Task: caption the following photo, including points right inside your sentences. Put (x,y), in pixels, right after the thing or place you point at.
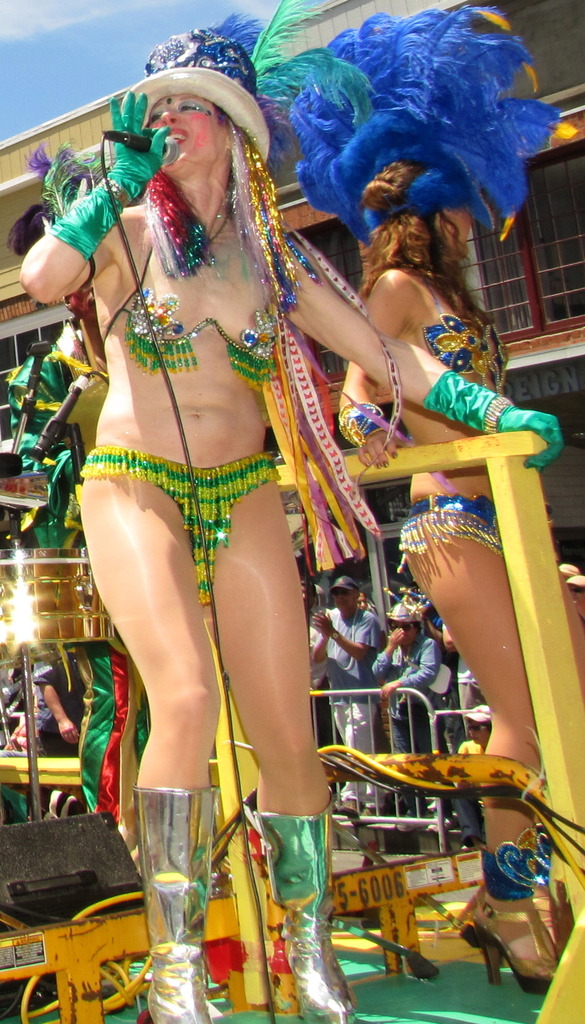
In this image there are three persons (224,205) in fancy dresses (236,72) are standing on the stage (366,943), and there are musical instruments (7,629) on the stage (556,761), there are group of people (403,747) standing, there is a building (573,329), and in the background (38,44) there is sky (113,74).
